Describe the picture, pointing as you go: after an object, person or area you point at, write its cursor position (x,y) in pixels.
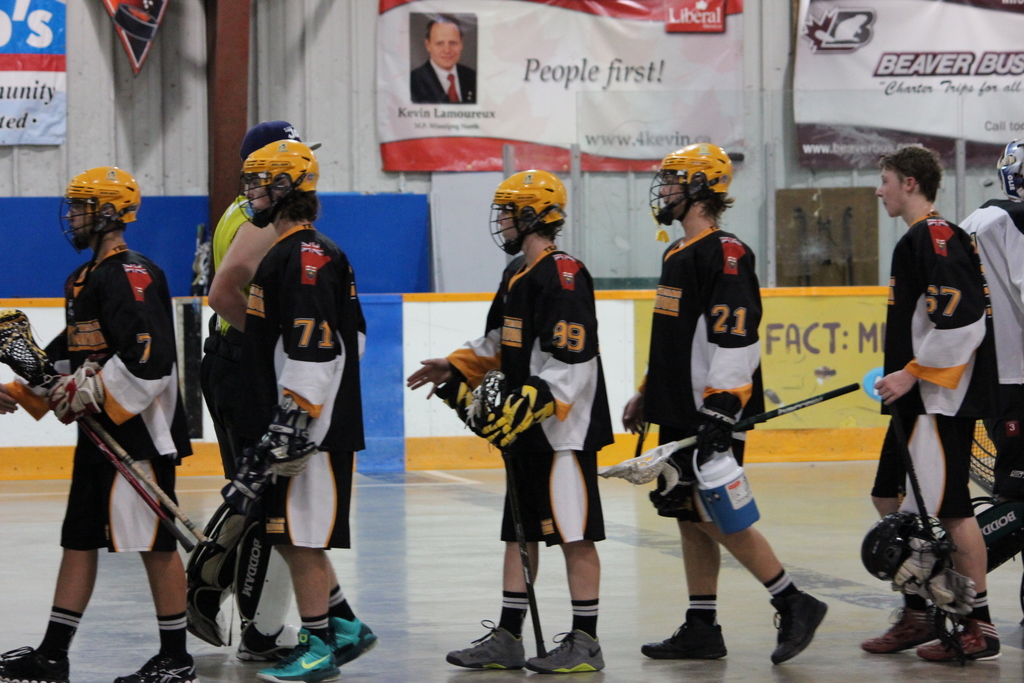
In this image, we can see people (259,427) wearing sports dress (732,281) and are holding objects (748,489) in their hands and some are wearing helmets (514,225) and gloves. In the background (360,63), there are banners (579,48) on the wall (344,137) and we can see boards (375,383). At the bottom (425,569), there is a floor (382,542).
